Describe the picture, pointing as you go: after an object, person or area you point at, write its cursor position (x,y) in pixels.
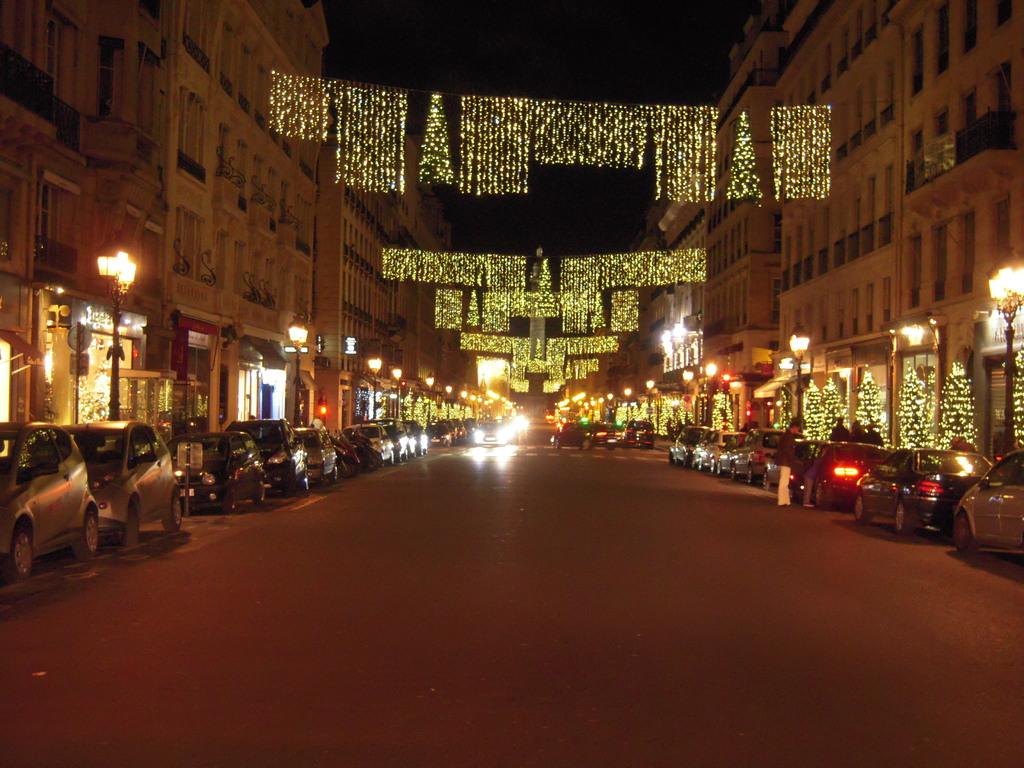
I think this picture is taken at the night. In the center (541,443), there is a road (541,456) with some vehicles (502,428). On either side of the road (559,479), there are poles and vehicles (811,442). On the top (488,158), there are lights (501,330) with some patterns (468,254). In the background (624,75) there is a sky (524,237) which is dark.
